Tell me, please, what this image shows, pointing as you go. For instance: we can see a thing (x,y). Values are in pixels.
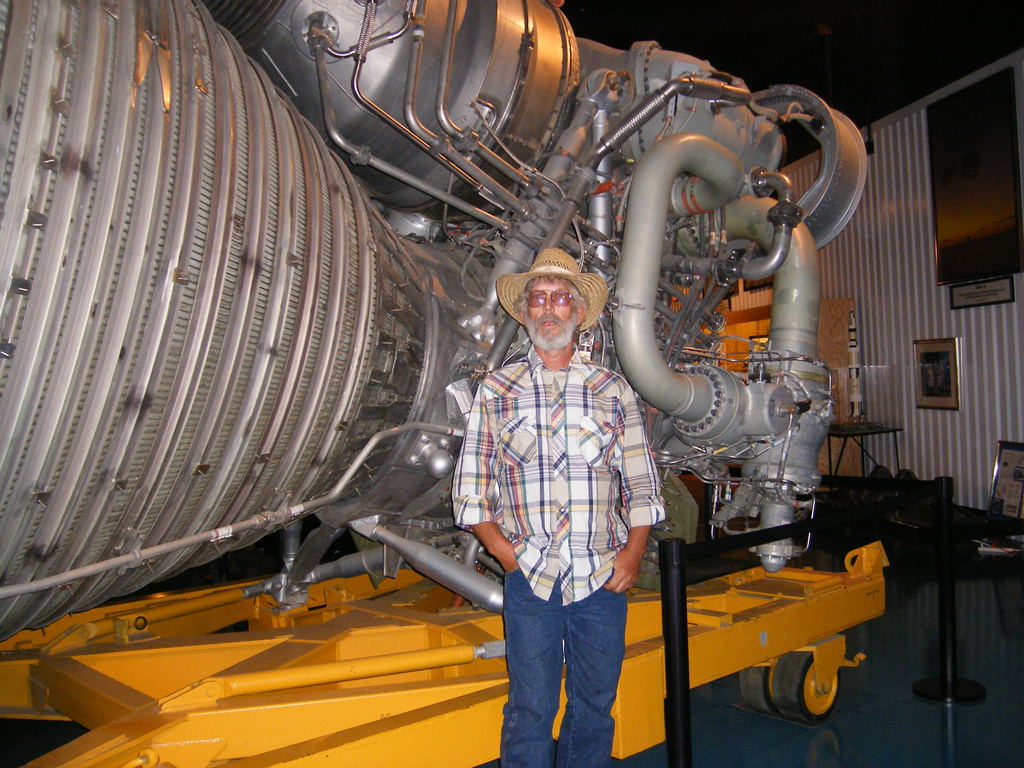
In this picture I can see there is a man (555,504) standing and he is wearing shirt (632,403), hat (503,290) and goggles (538,304). In the backdrop (286,359) there is a huge machine (619,278) and there is a wall (907,438) at right side (979,435). There is a table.
